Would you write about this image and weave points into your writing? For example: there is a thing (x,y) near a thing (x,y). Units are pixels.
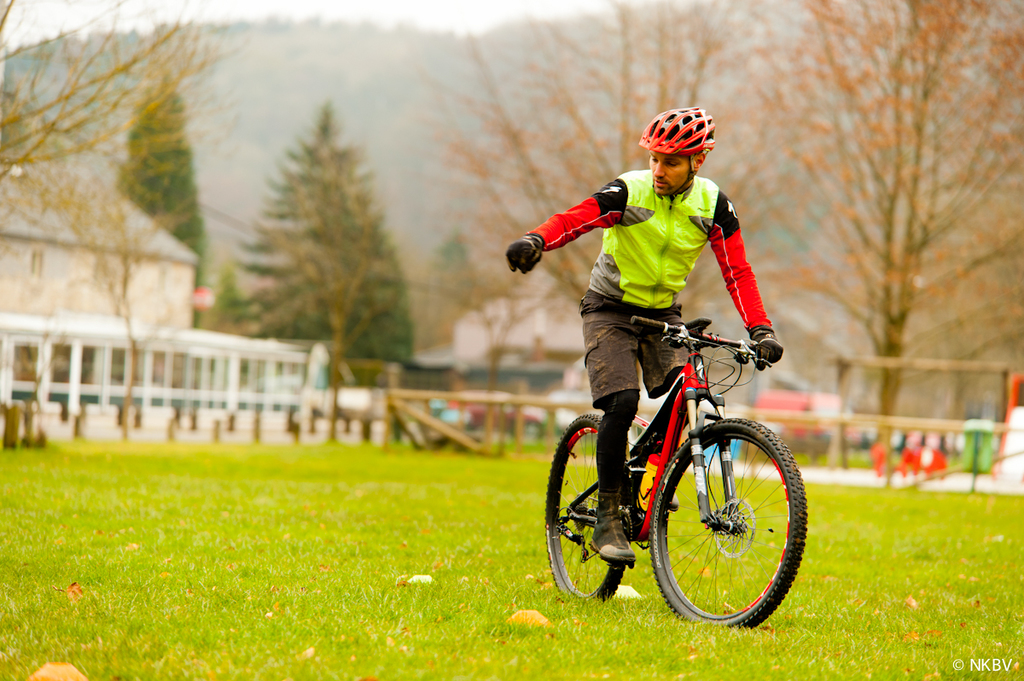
This picture is clicked outside. On the right (703,240) we can see a person (685,190) wearing helmet (694,141) and seems to be riding a bicycle (787,561) and we can see the green grass (329,553). In the background (281,358) we can see the sky (448,5), trees (462,154), some objects (486,64) seems to be the rocks (246,86) and we can see the houses (468,341) and wooden objects (391,416) and many other objects (1008,412). In the bottom right corner (974,662) we can see the watermark (969,668) on the image.
